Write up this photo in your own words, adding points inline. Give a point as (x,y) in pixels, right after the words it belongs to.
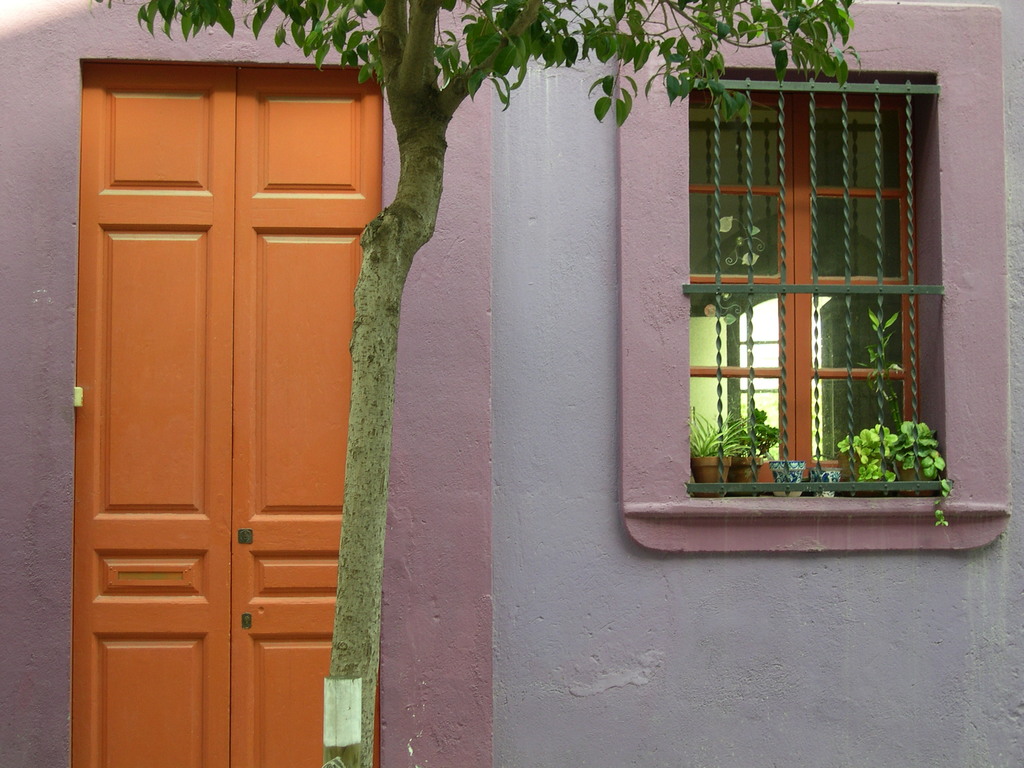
In this picture we can observe a brown color door (148,408). There is a tree (413,129) in front of the door (340,346). We can observe a window (754,344) and some plants (742,445) placed in the window (702,111). We can observe a wall (581,324) of the building (503,326).
